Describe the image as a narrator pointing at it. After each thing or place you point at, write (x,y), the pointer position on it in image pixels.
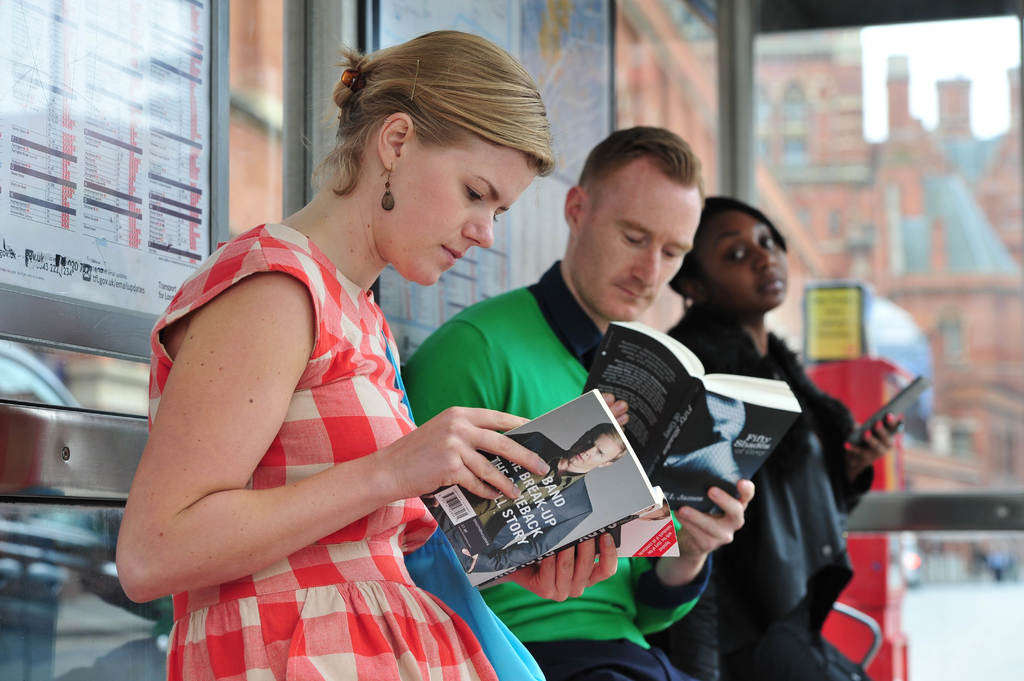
In this image there are three persons (775,493) sitting in the middle of this image (536,402) and holding some books (713,471) and a phone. There is a wall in the background (495,243). There is a glass window (139,184) on the left side of this image (42,341). There are some frames (54,345) and some posters (114,260) are attached onto this wall (155,192).
